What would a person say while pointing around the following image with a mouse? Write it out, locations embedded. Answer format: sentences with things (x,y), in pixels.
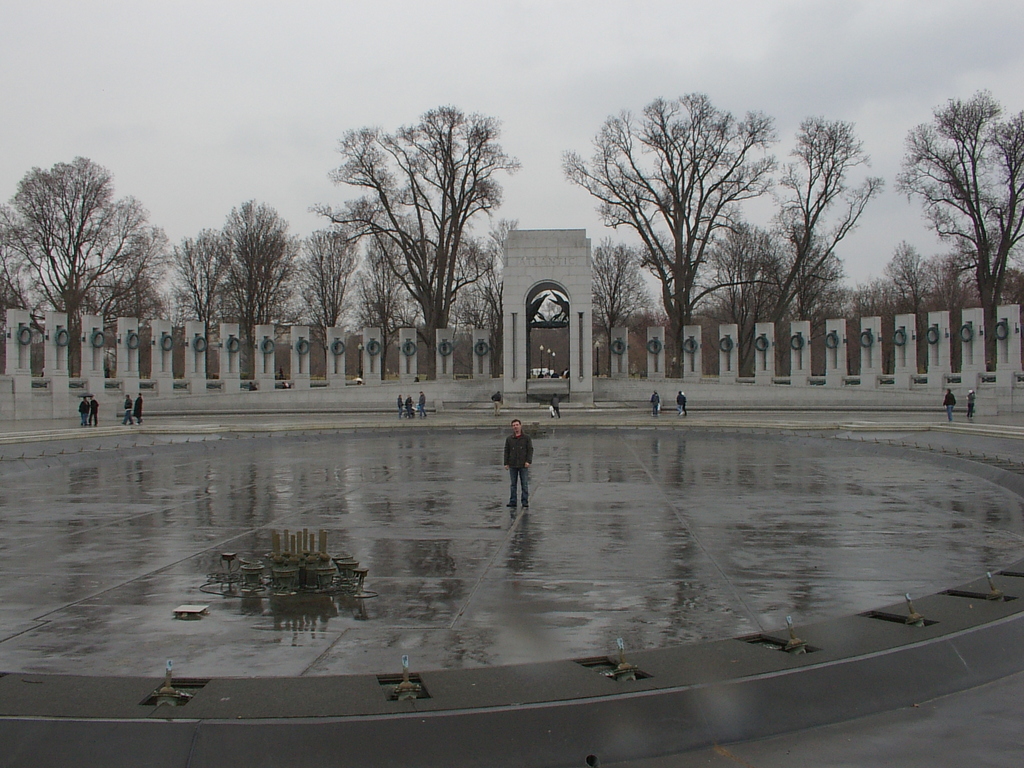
In the foreground of the image (399,701) we can see a person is standing and some pipes (410,694) are there. In the middle of the image (455,296) we can see trees (430,306), some persons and an arch type of construction (568,322). On the top of the image (848,209) we can see the sky (559,87).
